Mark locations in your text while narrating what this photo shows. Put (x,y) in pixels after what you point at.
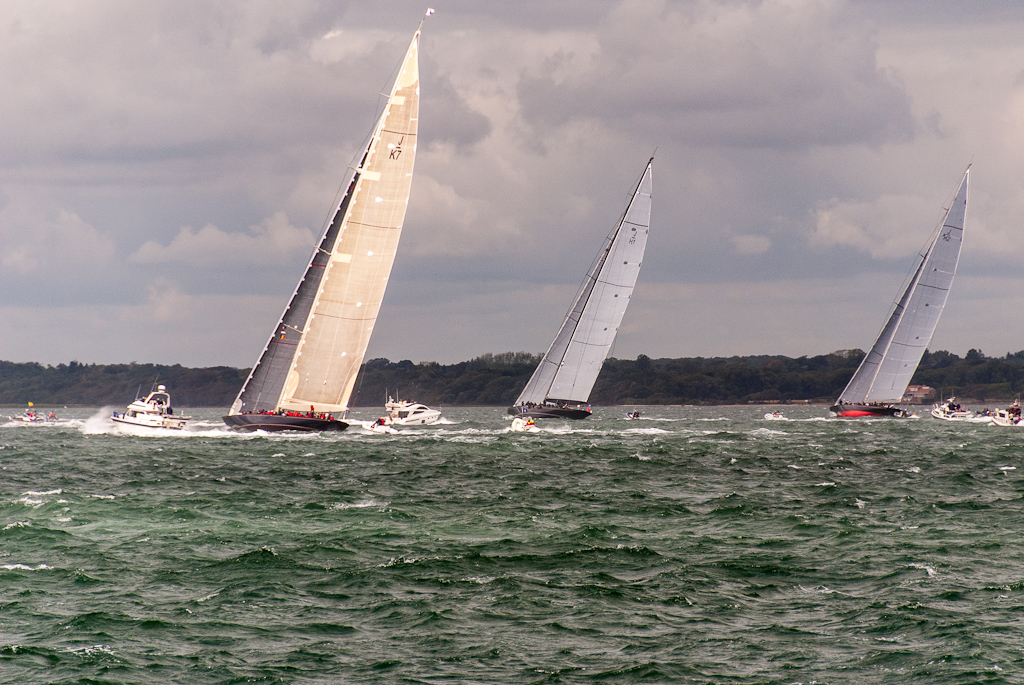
In this image at the bottom (453,558) there is water (300,478), and in the water (445,431) there are some boats (167,423) and ships (855,415). In the boats (144,409) and ships (569,378) there are some people (951,405) and in the background (417,371) there are some trees (608,375), at the top (563,111) there is sky (459,274).
